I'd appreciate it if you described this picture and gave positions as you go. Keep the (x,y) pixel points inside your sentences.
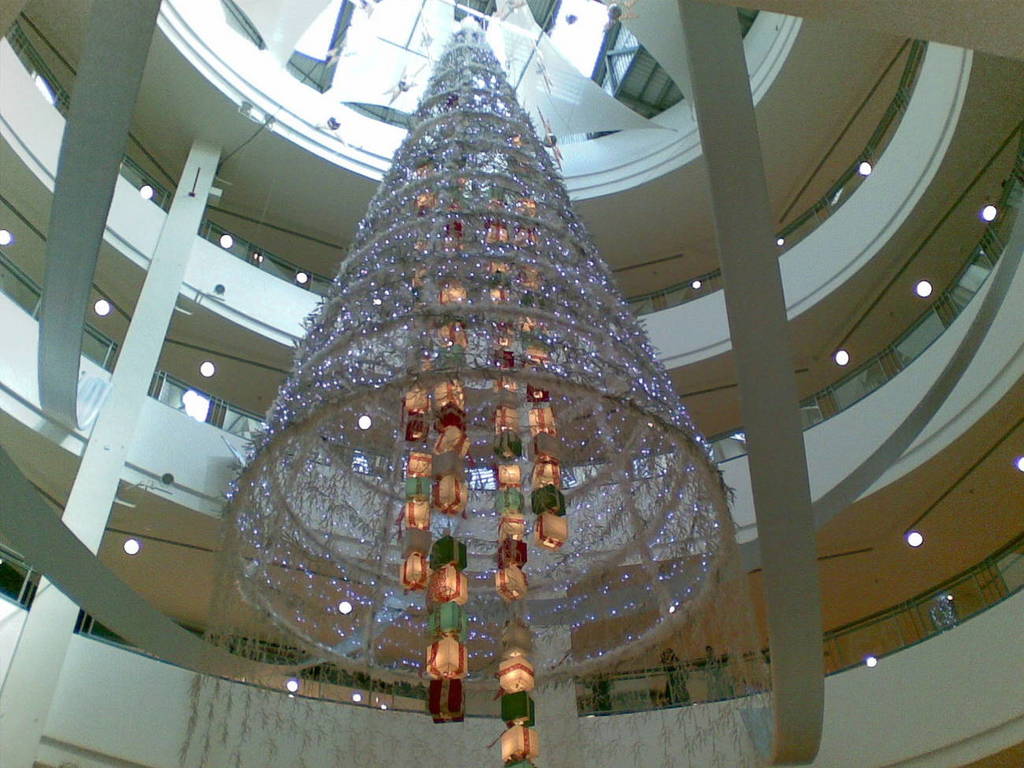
In this image, we can see a decorative item (486,502) and inside of the building (734,298). Here we can see pillars (142,367), walls (256,314), railings (170,393), roof (290,211) with lights (195,403). Top of the image (660,48), we can see clothes (587,90). Here we can see few people (672,680) are standing.
